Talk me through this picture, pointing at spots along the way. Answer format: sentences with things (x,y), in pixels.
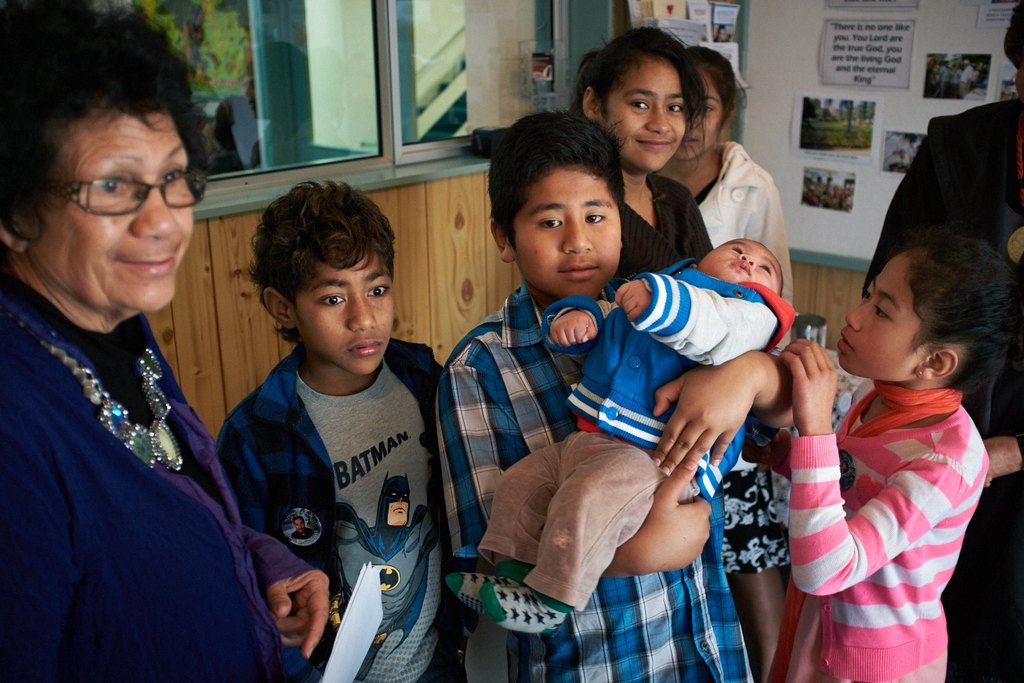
In this image I can see the group of people (444,453) with different color dresses (517,481). In the background (351,91) I can see the window (361,111), photos (906,156) and many papers (850,62) are attached to the wall (896,92). I can see the trees (220,40) through the window (373,56).
